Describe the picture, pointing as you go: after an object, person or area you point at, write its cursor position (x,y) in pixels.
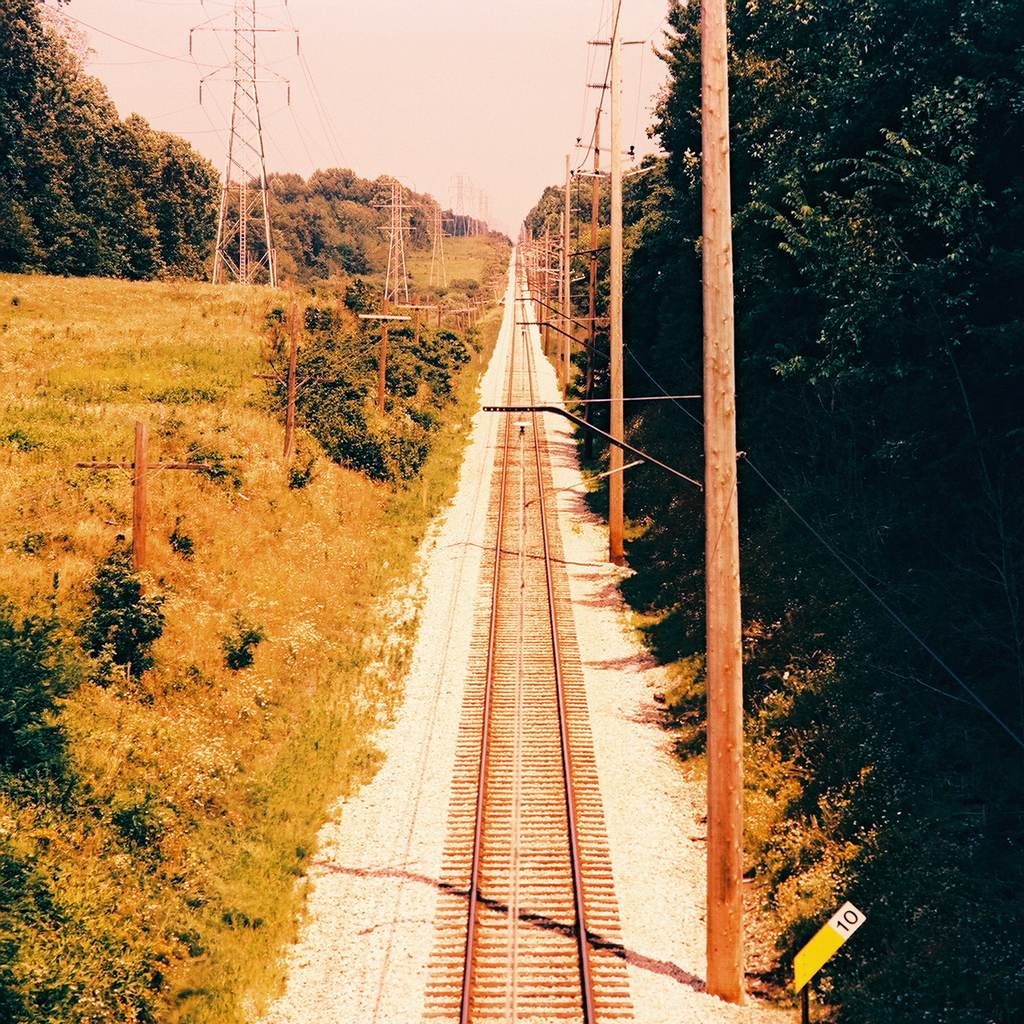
In this image we can see the track (500,448). We can also see a group of trees (958,630), poles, the utility poles (311,380) with wires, a group of plants (329,372), grass (104,445), some electric transmission towers (245,281) with wires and the sky (412,17) which looks cloudy. On the right bottom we can see a board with some numbers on it.
